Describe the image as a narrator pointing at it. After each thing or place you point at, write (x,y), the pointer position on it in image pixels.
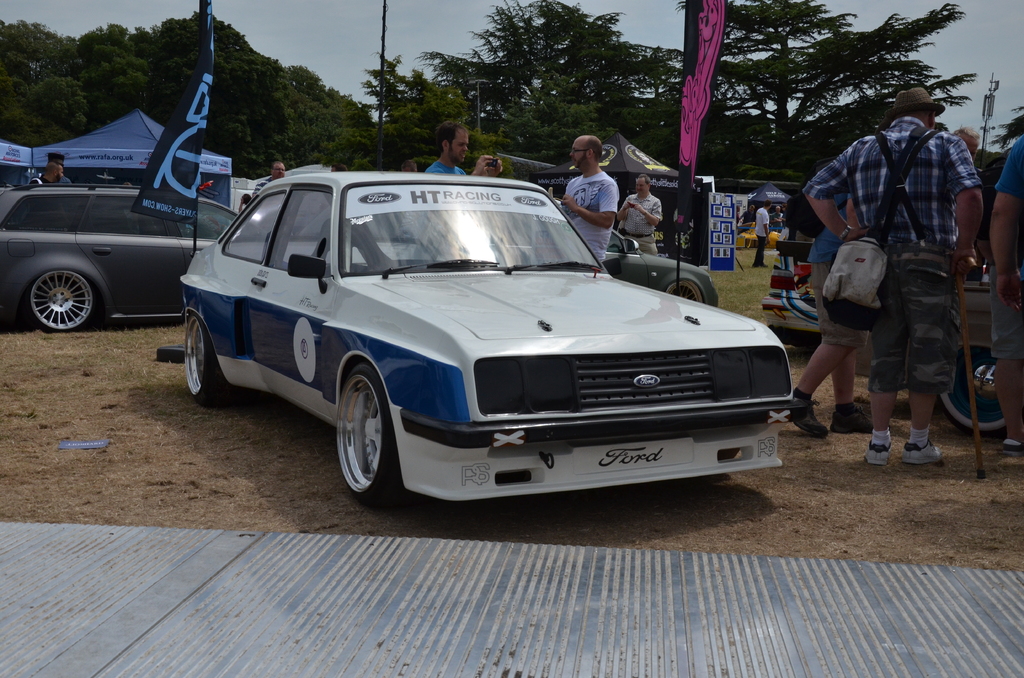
This is an outside view. Here I can see many cars (264,379) on the ground (155,421). Along with the cars (809,287) people (974,203) are standing. On the left side (125,144) there is a tent (136,138). In the background (426,103), I can see the trees (581,91). At the top (320,20) I can see the sky (320,20). At the bottom of the image (364,609) a board (442,609) is placed on the ground (192,470).
